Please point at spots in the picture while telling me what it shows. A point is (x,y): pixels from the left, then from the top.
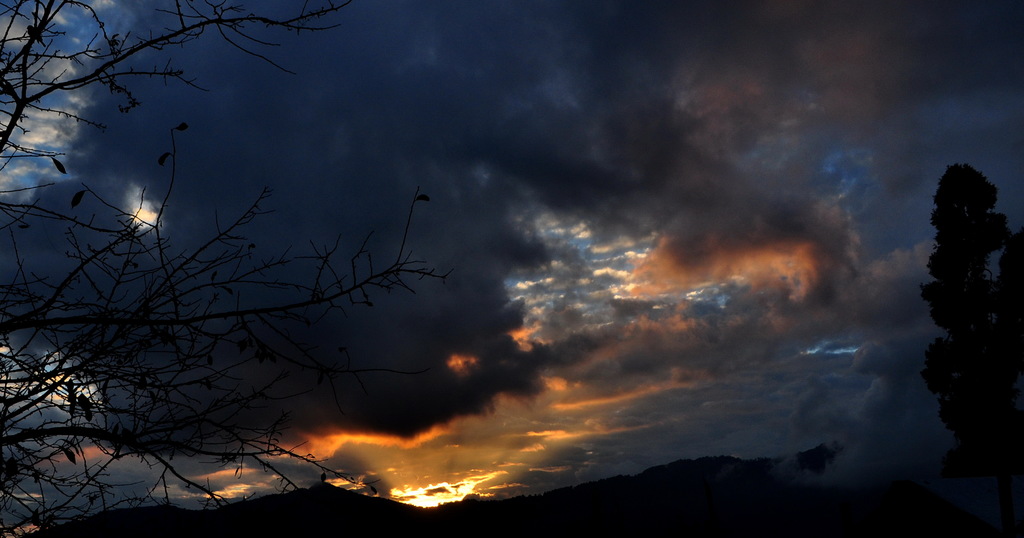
In this image there is the sky (494,204) towards the top of the image (471,134), there are clouds (475,294) in the sky (515,230), there are mountains (489,501) towards the bottom of the image (557,522), there is a tree (975,227) towards the right of the image (968,279), there is a tree (87,409) towards the left of the image (126,324).
